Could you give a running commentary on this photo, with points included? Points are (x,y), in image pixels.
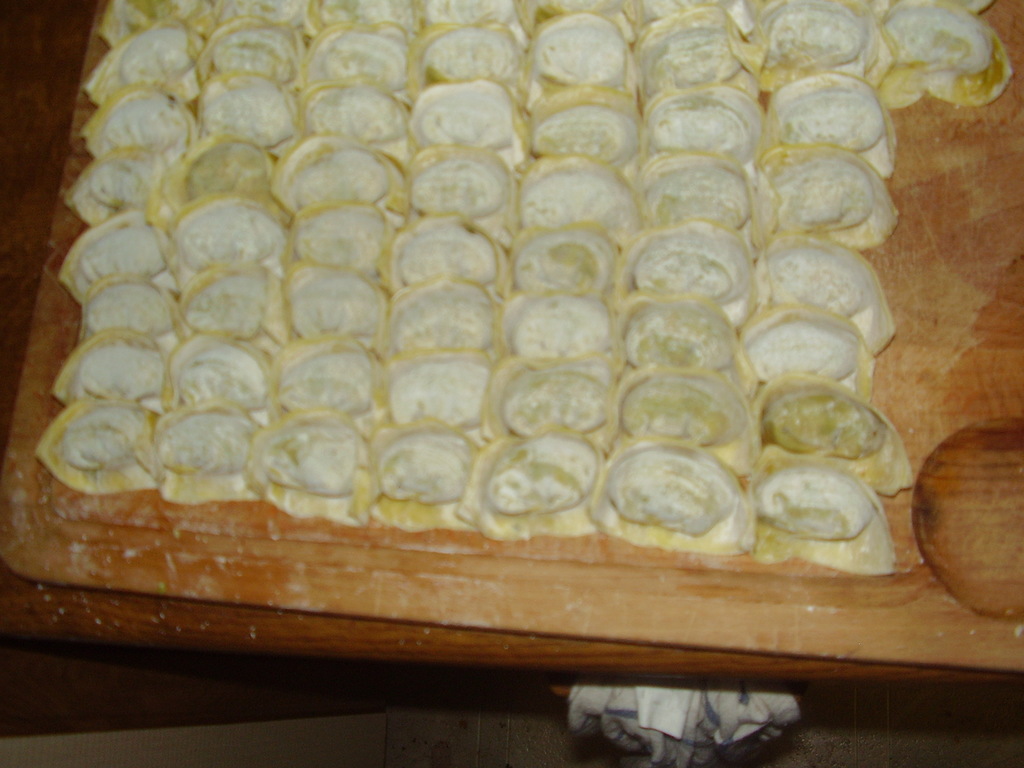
In this image, I can see a food item (380,327), which is placed on the wooden board (798,573). At the bottom of the image (643,688), that looks like a cloth (669,722).
